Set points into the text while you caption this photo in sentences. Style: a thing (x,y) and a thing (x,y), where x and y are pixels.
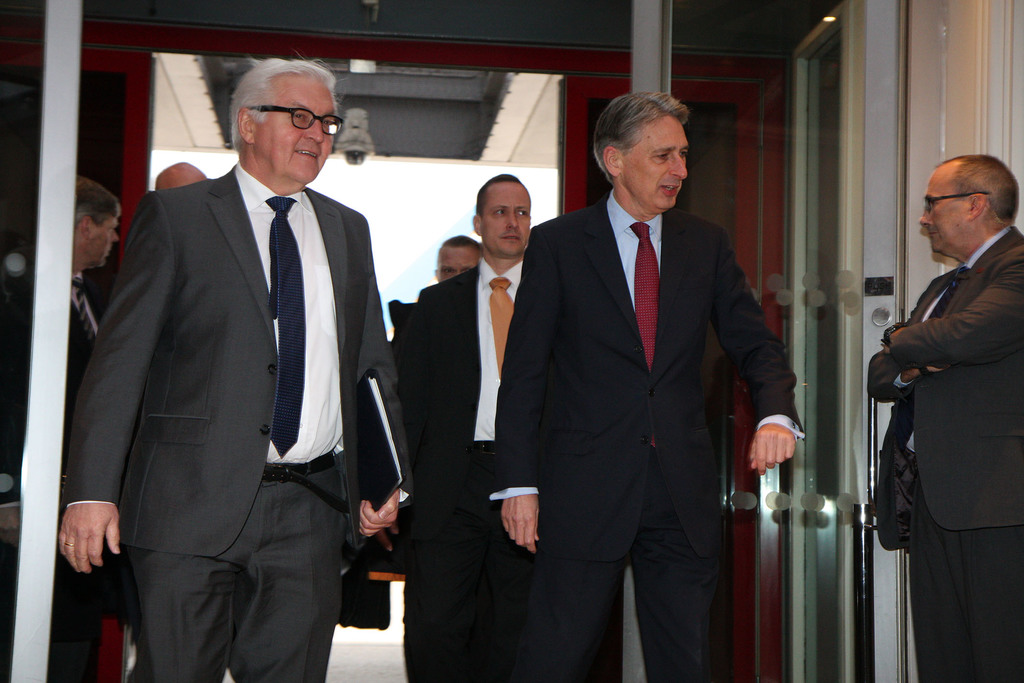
In this image there is an object (49,293), there is a person (86,233) on the left corner (45,227). There is a person (927,489) and there is a glass object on the right corner (836,569). There are people (402,394) in the foreground (310,382). There is light (367,181), there is an object (360,157) in the background (346,154).
